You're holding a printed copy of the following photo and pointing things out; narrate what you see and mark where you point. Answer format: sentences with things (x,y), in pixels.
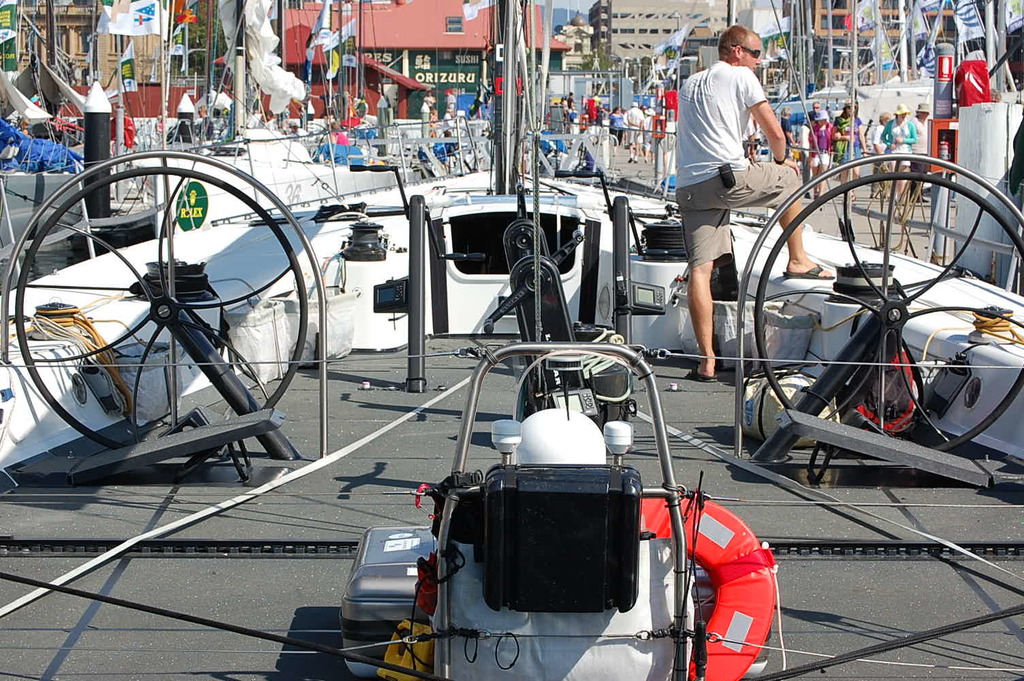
In this image, we can see a ship (468,350), at the right side (715,204) there is a man (701,197) standing in the ship (767,368), in the background (846,147) there are some people (862,141) walking.
